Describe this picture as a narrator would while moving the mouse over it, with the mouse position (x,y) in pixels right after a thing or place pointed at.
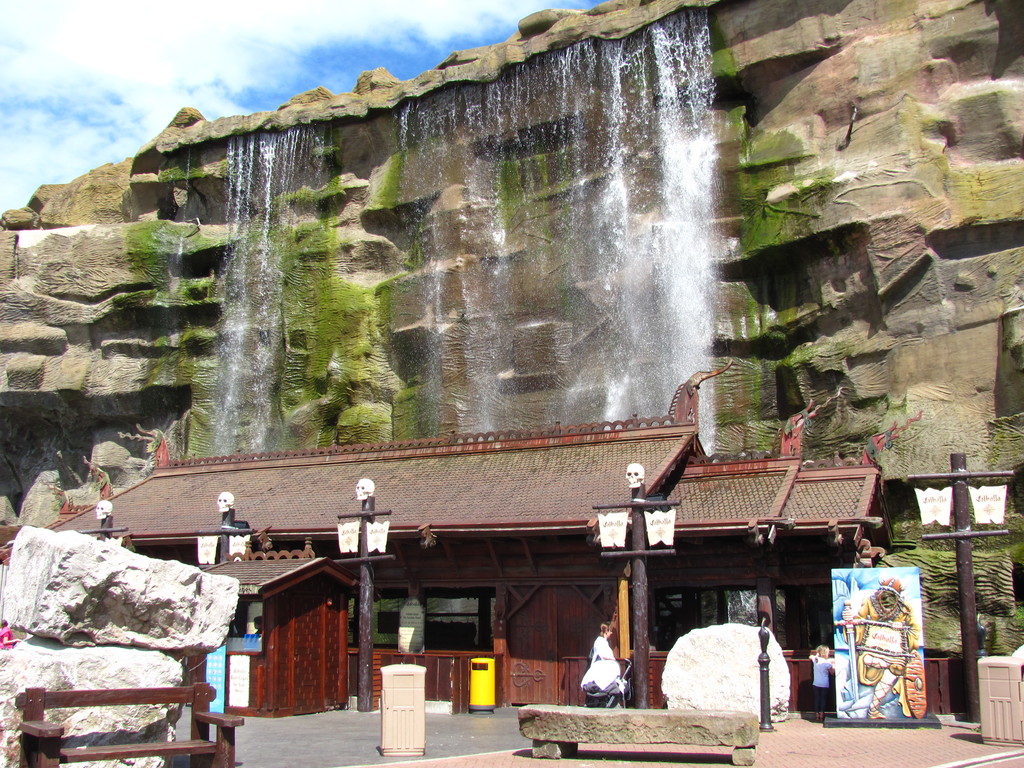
In this image we can see a house (518,538), rocks (897,554), poles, boards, bins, hoarding (904,689), water falls (700,348), bench (218,745), and people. In the background (60,128) there is sky (267,72) with clouds (390,36).
